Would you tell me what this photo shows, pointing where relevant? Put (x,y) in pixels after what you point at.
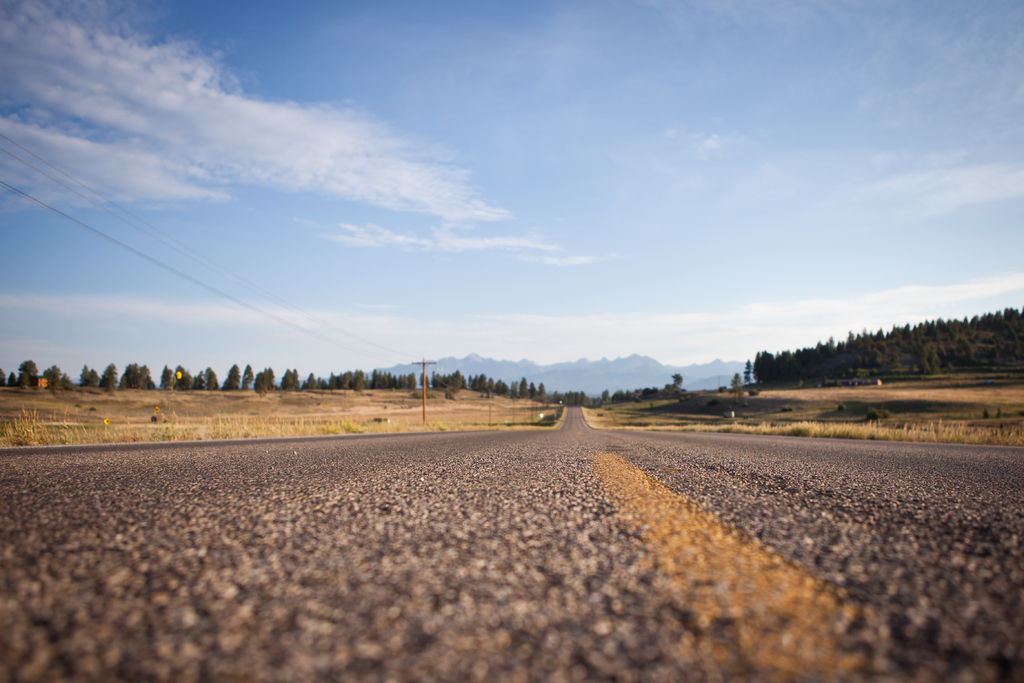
In this picture I can observe a road (548,464) in the middle of the picture (549,449). In the background (409,374) I can observe trees (144,373), hills (582,369) and some clouds (135,72) in the sky (329,201).
